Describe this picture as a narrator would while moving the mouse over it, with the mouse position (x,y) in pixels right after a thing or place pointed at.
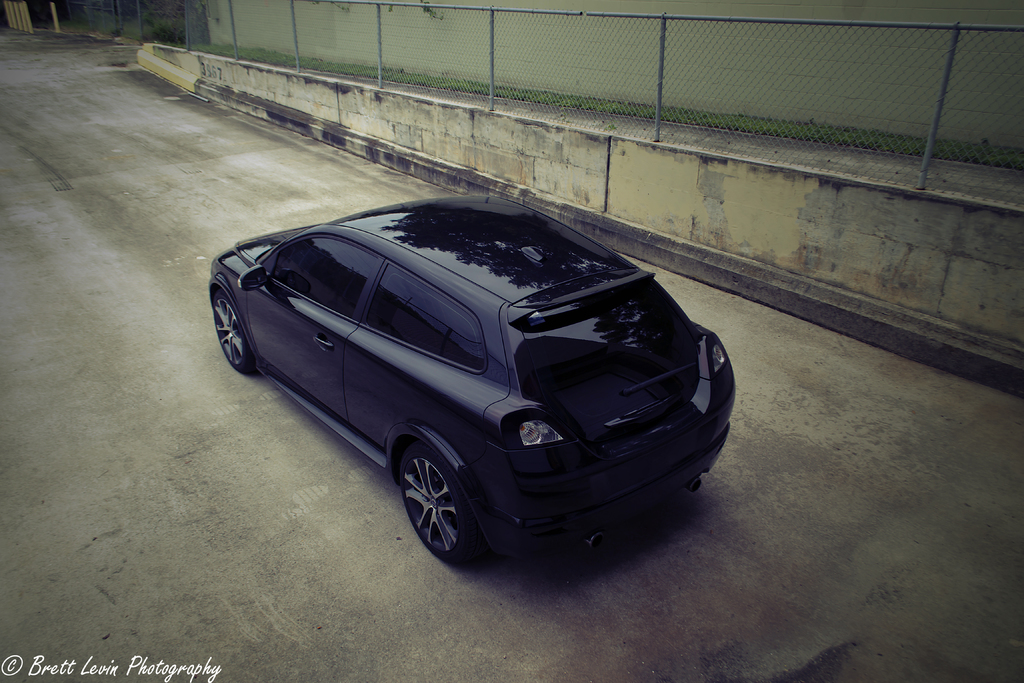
In the middle of the picture (484,372), we see a black color car (484,372) is moving on the road (359,478). In the background (490,178), we see a wall (833,176) and a fence (614,106). At the bottom of the picture (477,582), we see the road (769,607).
